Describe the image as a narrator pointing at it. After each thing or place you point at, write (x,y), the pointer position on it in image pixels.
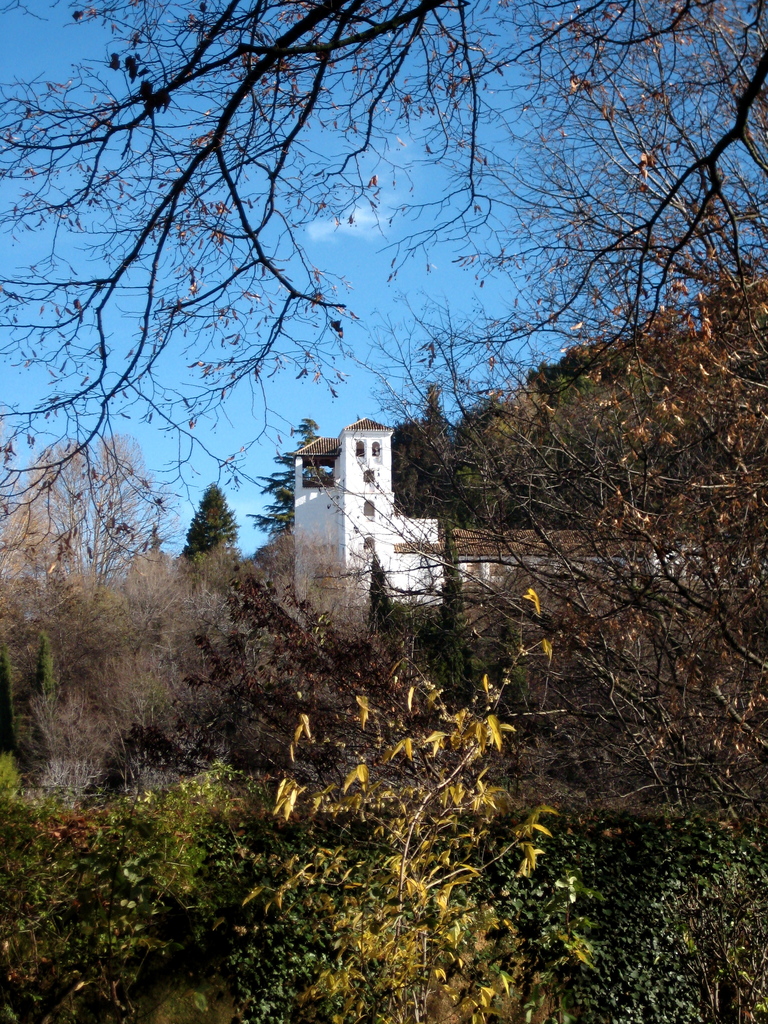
There are trees (205,732) all over the picture and there is a building (372,556) in the middle of the picture (345,549) with some windows (371,507) in that. There is a sky (350,323) and clouds (369,227) in the background (355,313).
